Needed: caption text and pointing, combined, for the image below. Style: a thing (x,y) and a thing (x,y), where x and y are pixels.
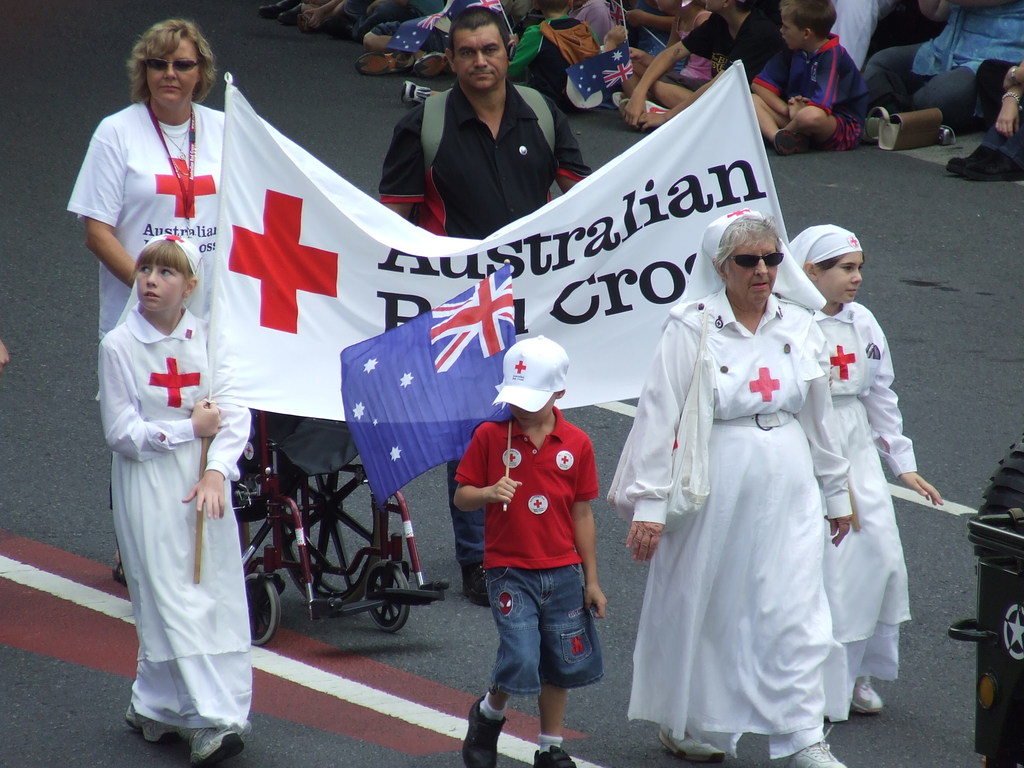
In this image I can see in the middle (498,511) a boy (561,631) is walking by holding the flag (434,460). Beside him few women (817,412) are walking by holding the banner (287,371), on the left side (156,207) a woman (172,208) is pushing the wheel chair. At the top (394,130) there is a man (523,182), he is wearing a black color t-shirt (528,167). Few people (936,71) are sitting on the road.
